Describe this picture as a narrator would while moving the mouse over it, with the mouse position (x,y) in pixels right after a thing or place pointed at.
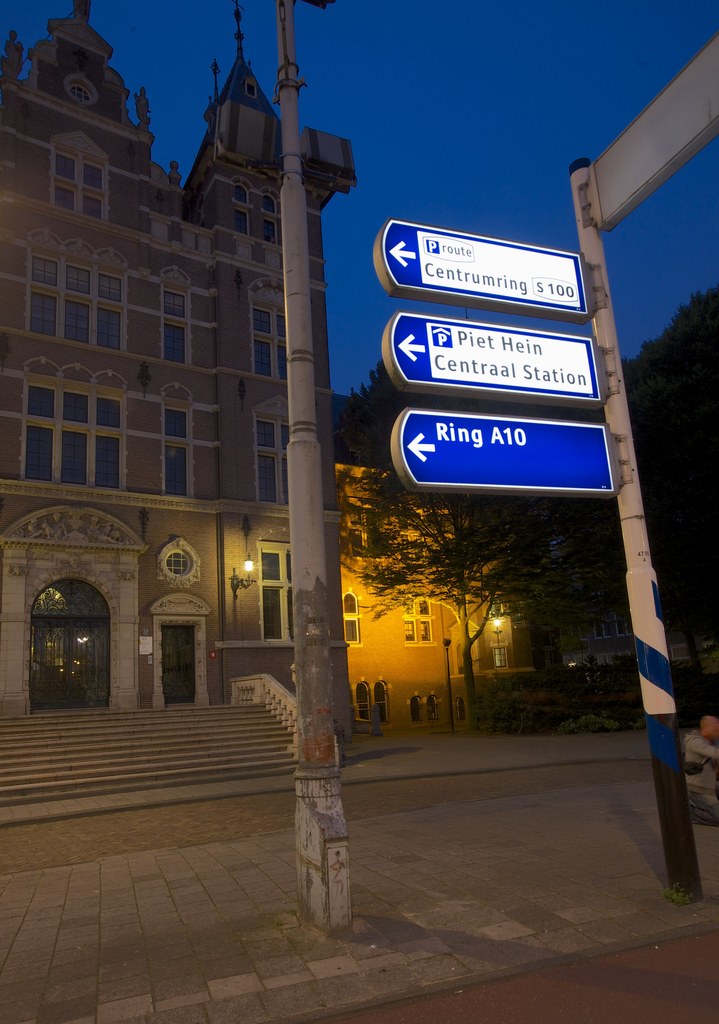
In the image I can see a place (305,466) where we have some houses (55,398), buildings (255,527) and also I can see some poles (292,333) to which there are some boards (454,448).
